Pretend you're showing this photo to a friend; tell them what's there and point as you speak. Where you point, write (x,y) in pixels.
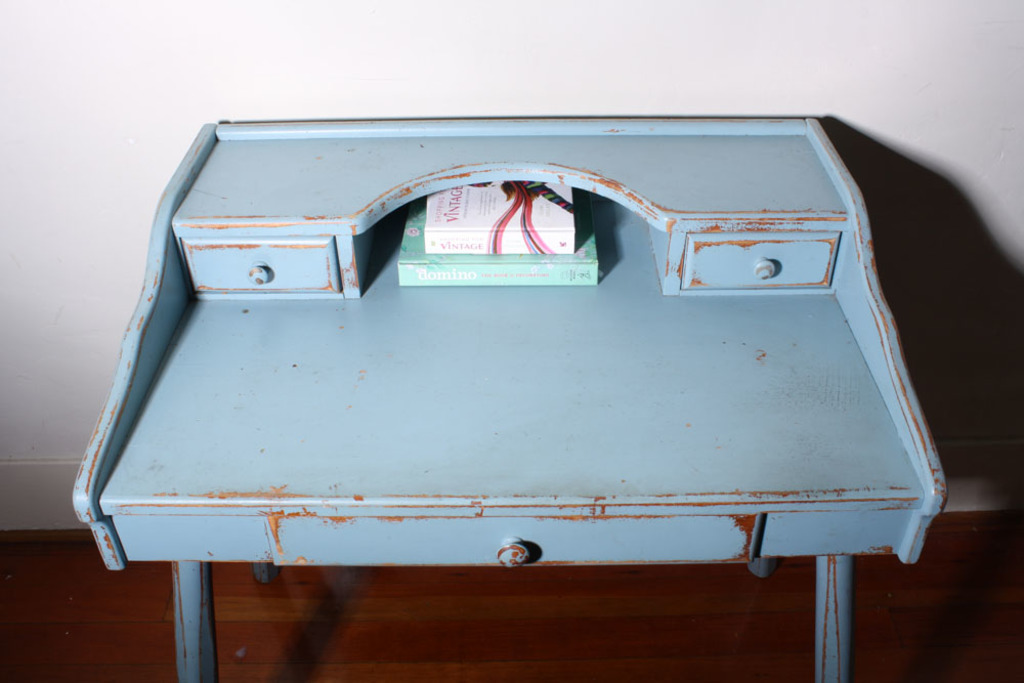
In the center of this picture (485,232) we can see the two objects (465,271) seems to be the books (488,248) are placed on the top of a blue color table (495,467) and we can see the text (453,210) on the cover (469,236) of the books (469,226). In the background (127,68) we can see the wall (305,105).
